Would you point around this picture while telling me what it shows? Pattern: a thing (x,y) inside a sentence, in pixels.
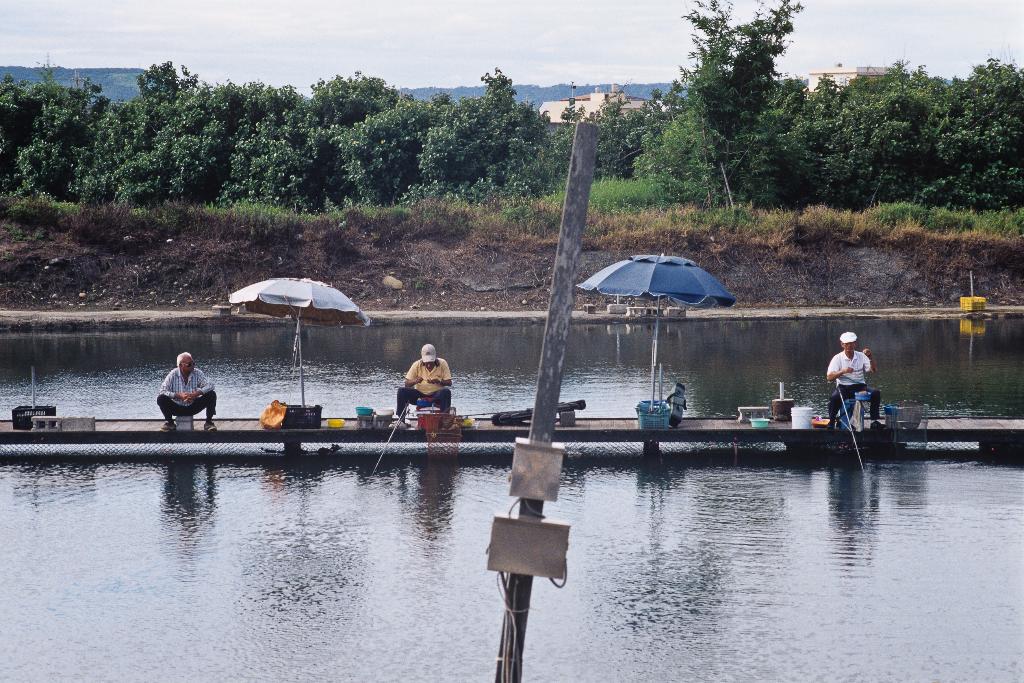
There are persons (853,386) sitting and we can see umbrellas (657,353) and we can see wooden pole (528,610) and water (566,625). Background (764,125) we can see grass (934,239), trees (817,157) and sky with clouds (225,44).
